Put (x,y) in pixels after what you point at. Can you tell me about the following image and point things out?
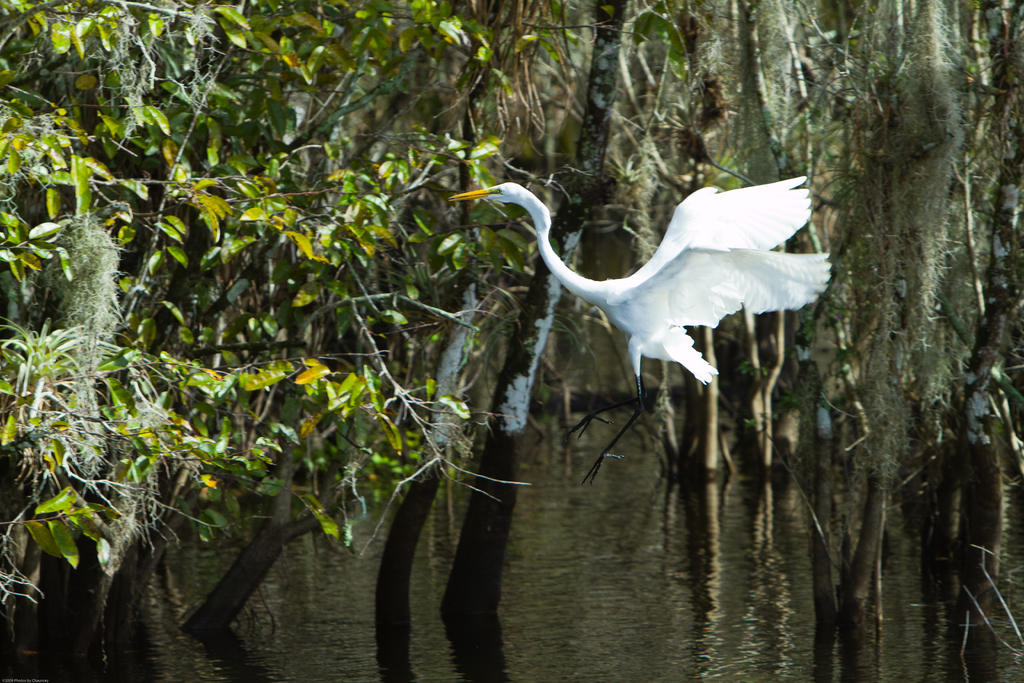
In this picture we can see a bird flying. In the background (520,14) we can see leaves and branches (854,70). At the bottom portion of the picture (916,593) we can see water (587,608).
